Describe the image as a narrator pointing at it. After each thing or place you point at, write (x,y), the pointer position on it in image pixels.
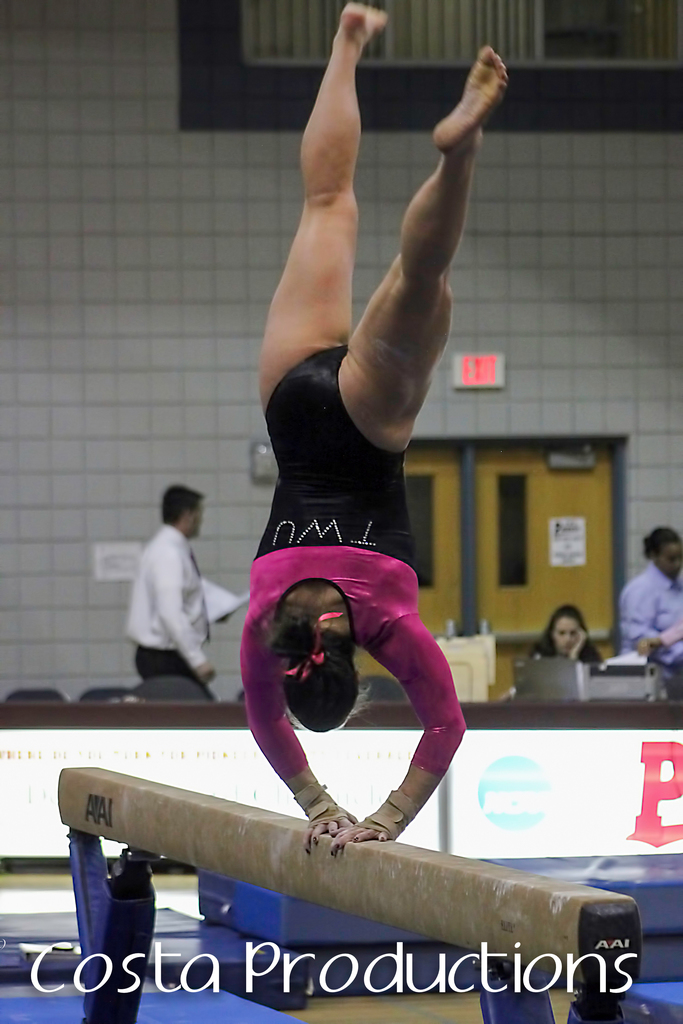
In this picture we can see a woman (339,827) on a balance beam (401,884) and in the background (653,499) we can see some people (670,618), doors (453,503), wall (388,247), curtains (277,29).
